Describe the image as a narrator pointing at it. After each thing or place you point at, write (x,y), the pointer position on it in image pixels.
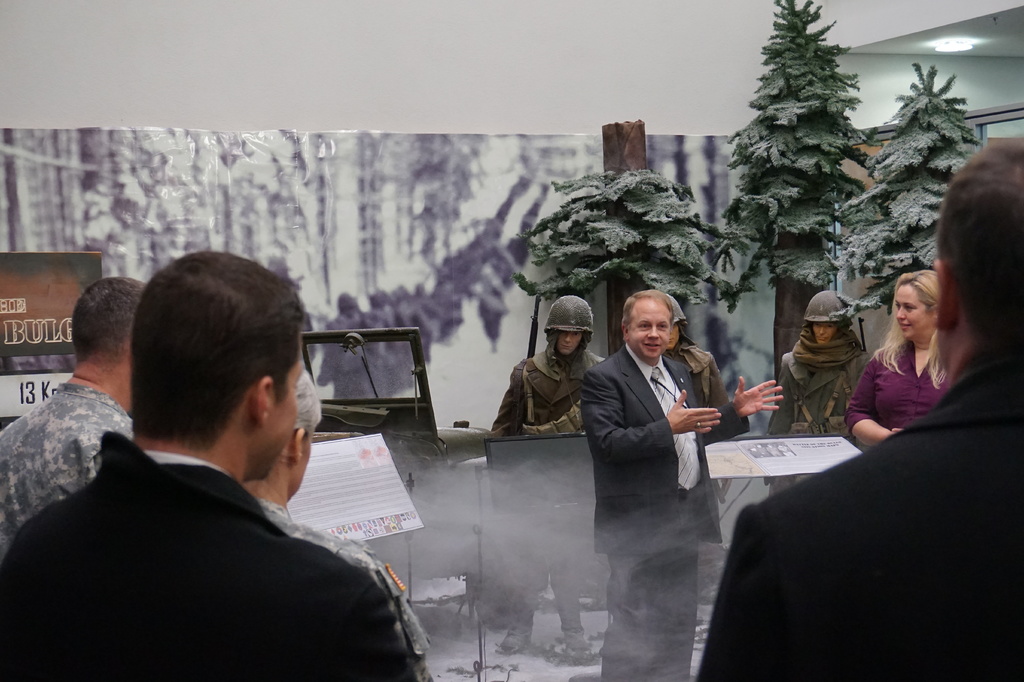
In this image there are group of persons (610,514) standing in the background (554,321) there are three statues (577,352) and trees (545,230).
